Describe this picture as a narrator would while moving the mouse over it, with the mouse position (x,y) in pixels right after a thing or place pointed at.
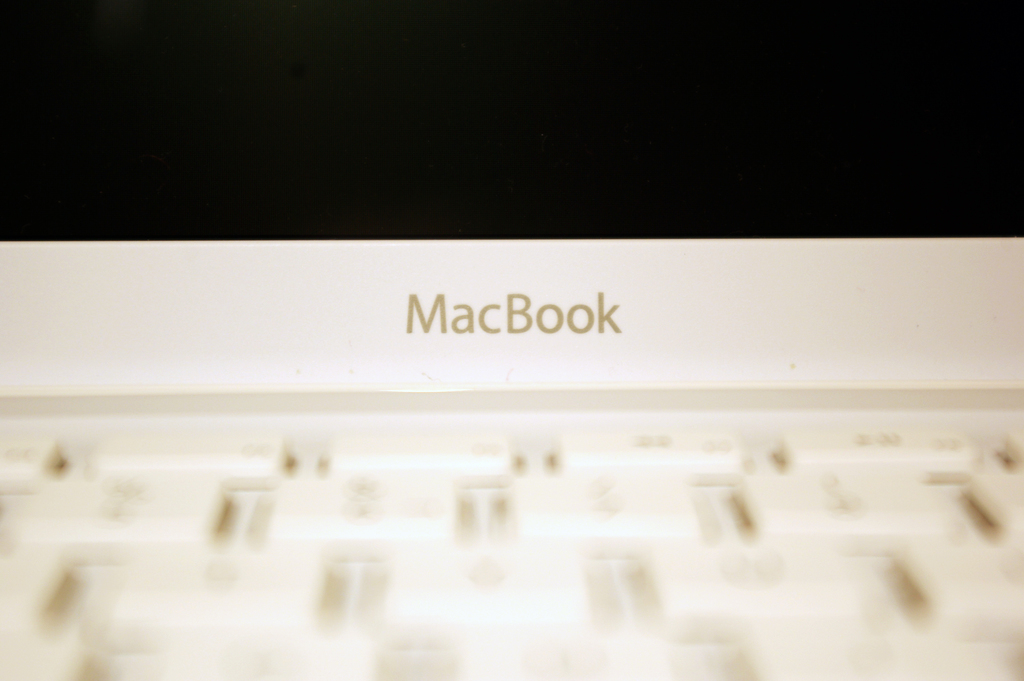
In this image we can see a keypad (530,447) and a monitor (466,355) with some text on it.
